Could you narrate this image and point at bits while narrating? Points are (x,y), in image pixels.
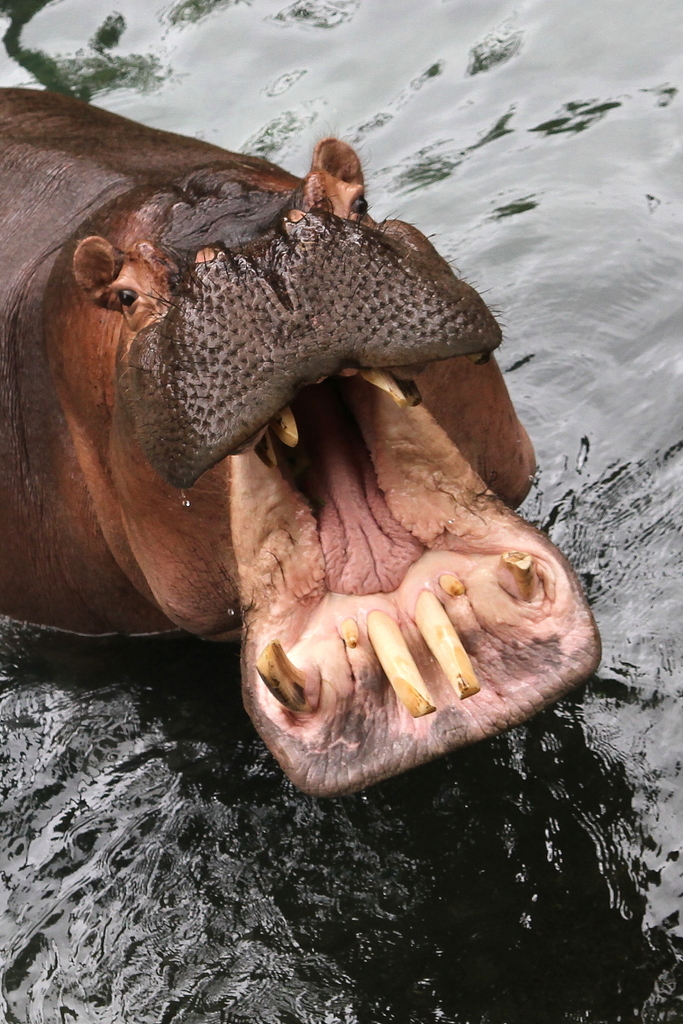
The picture consists of a hippopotamus (121,462) in water (599,622).
